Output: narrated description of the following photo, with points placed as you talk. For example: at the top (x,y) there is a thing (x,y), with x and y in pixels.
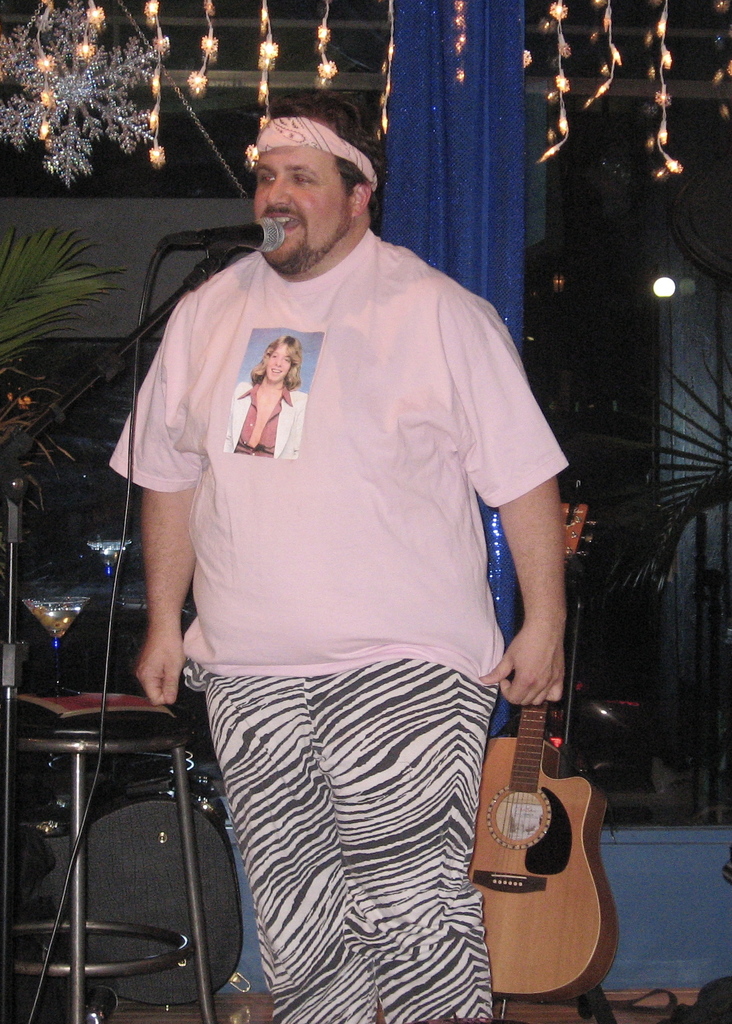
In this image I see a man (404,951) who is standing in front of a mic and In the background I see a guitar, a stool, few plants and the lights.
